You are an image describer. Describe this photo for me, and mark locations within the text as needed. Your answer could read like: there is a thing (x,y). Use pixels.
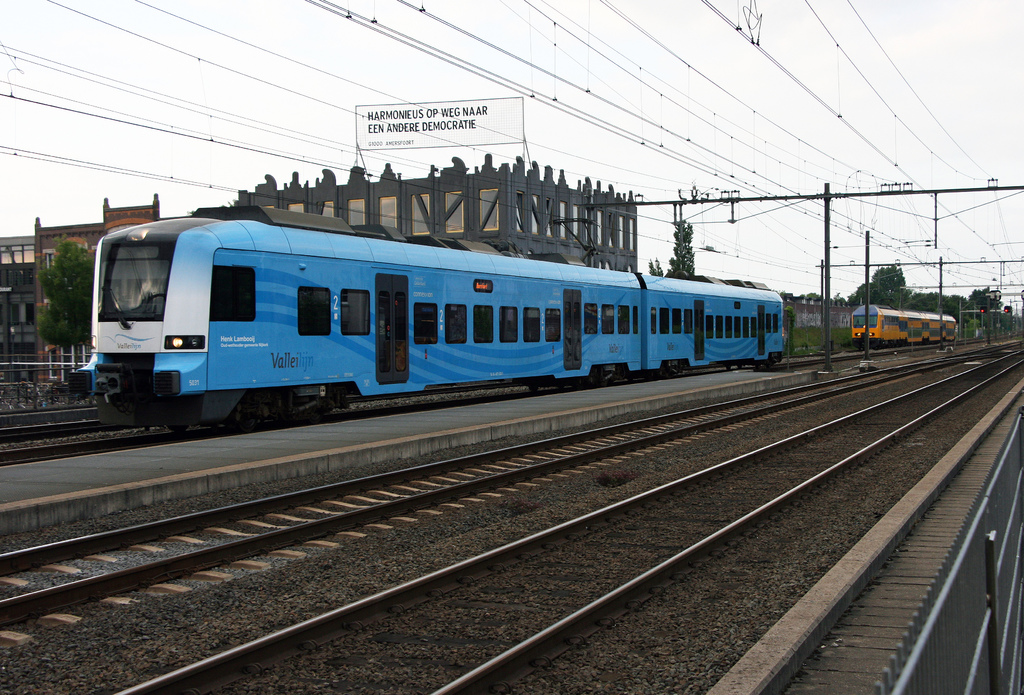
In this image I can see number of railway tracks (237,553) and in the background (952,329) I can see two trains (632,352) on these tracks (146,428). I can also see a platform (109,499) in the centre (579,405) and in the background (12,287) I can see few buildings (511,219), number of poles (997,189), number of wires (836,47), number of trees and on the top side of this image (511,110) I can see something is written.
